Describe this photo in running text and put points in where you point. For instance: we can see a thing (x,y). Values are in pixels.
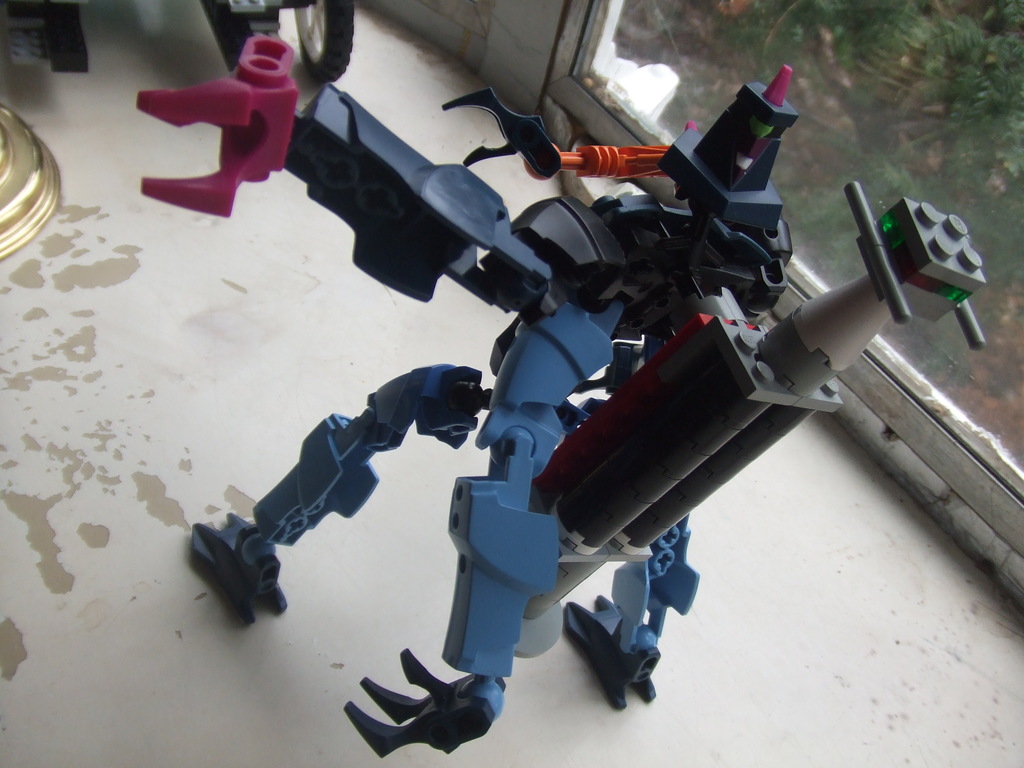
Here we can see a toy (695,423) on the windowsill (295,723). In the background (1011,462) we can see a glass (956,124). From the glass (973,152) we can see plants (969,180).
